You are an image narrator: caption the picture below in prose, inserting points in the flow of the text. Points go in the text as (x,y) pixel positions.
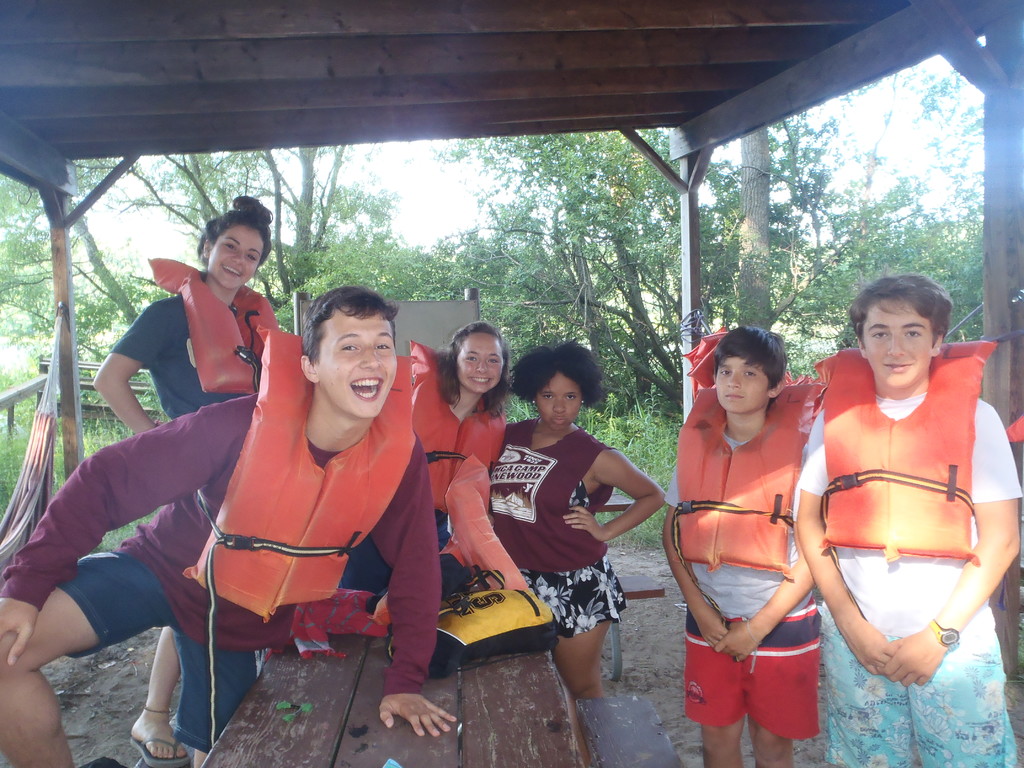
In this image we can see people (916,643) some of them are wearing jackets (743,521). At the bottom (454,752) there is a table (527,675) and we can see a bag (486,653) placed on the table (494,721). In the background (267,272) there are trees (370,282). At the top (538,61) there is a roof (451,46). On the left (90,410) we can see a bench (87,391).
